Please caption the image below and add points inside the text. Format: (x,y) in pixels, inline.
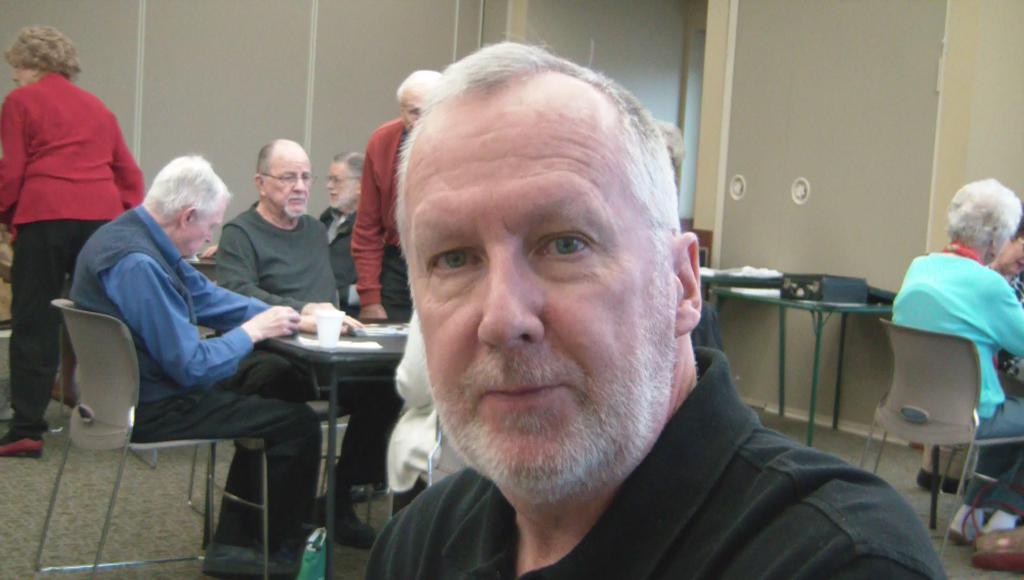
This image is clicked in a room (156,370). There are many persons (75,158) in this image. To the right (951,292), there is a woman (1015,402) sitting in a chair (961,365) and wearing sky blue color shirt (941,280). In the front (705,529), there is a man (687,534) wearing black shirt (645,547). To the left (92,169), there is a woman (43,229) wearing red shirt (89,182). In the background (576,34), there is a wall (412,31).
